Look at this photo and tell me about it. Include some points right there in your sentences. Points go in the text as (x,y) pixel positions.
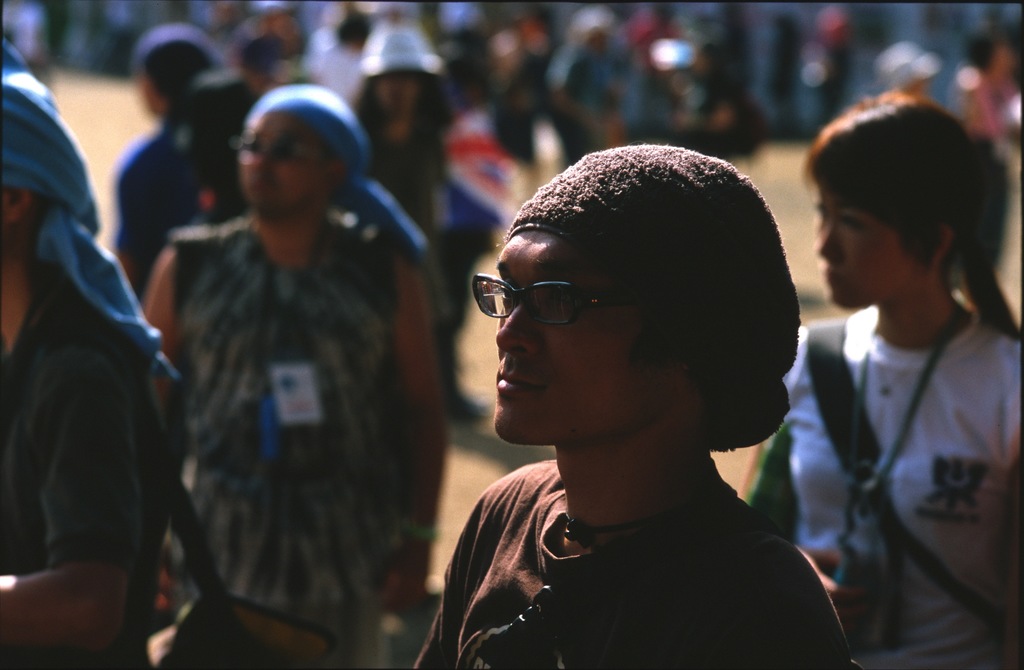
In this picture there is a man (602,432) who is wearing spectacles (545,293), t-shirt (656,640) and cap (746,235). In the back (859,193) I can see many people (971,402) who are standing. In the background (650,43) I can see the blur image.
